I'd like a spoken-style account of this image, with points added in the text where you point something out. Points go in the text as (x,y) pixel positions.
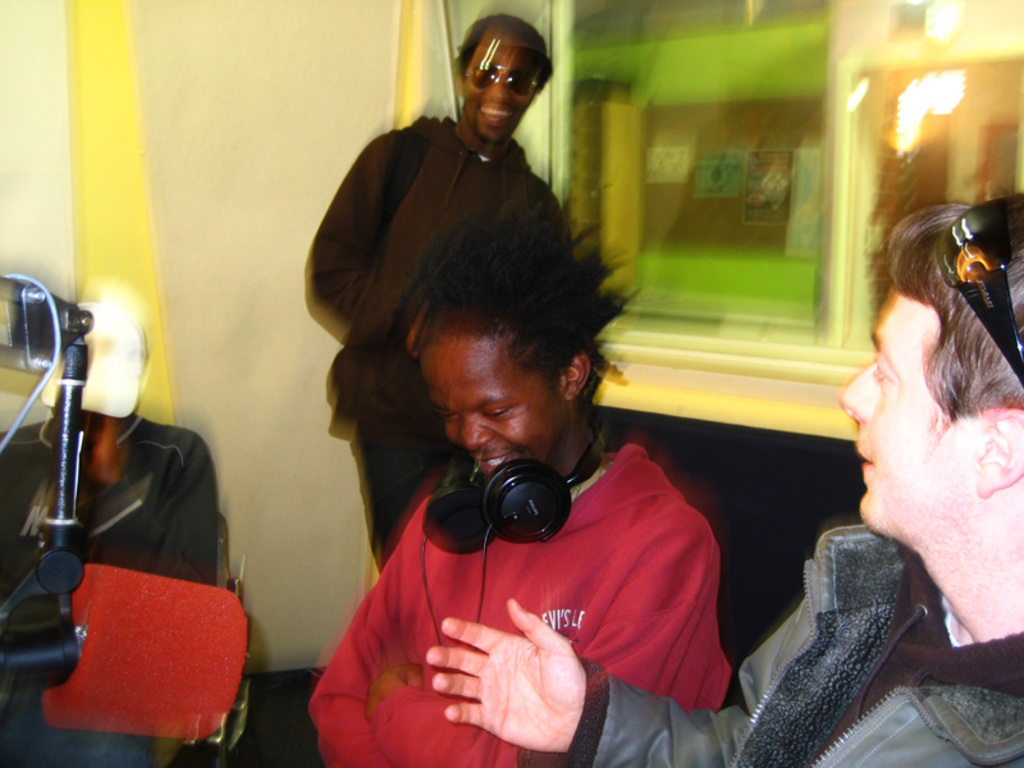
This image consists of four persons (708,674). On the right (799,710), the man (800,720) wearing a gray jacket (754,744). In the middle (573,499), we can see a person (681,605) wearing a red jacket (652,602) along with headset (536,516). On the left (68,483), we can see a rod (83,387). On the right (776,299), there is a window (690,251). In the background (339,148), there is a wall (313,586). And a man (353,244) is standing.
